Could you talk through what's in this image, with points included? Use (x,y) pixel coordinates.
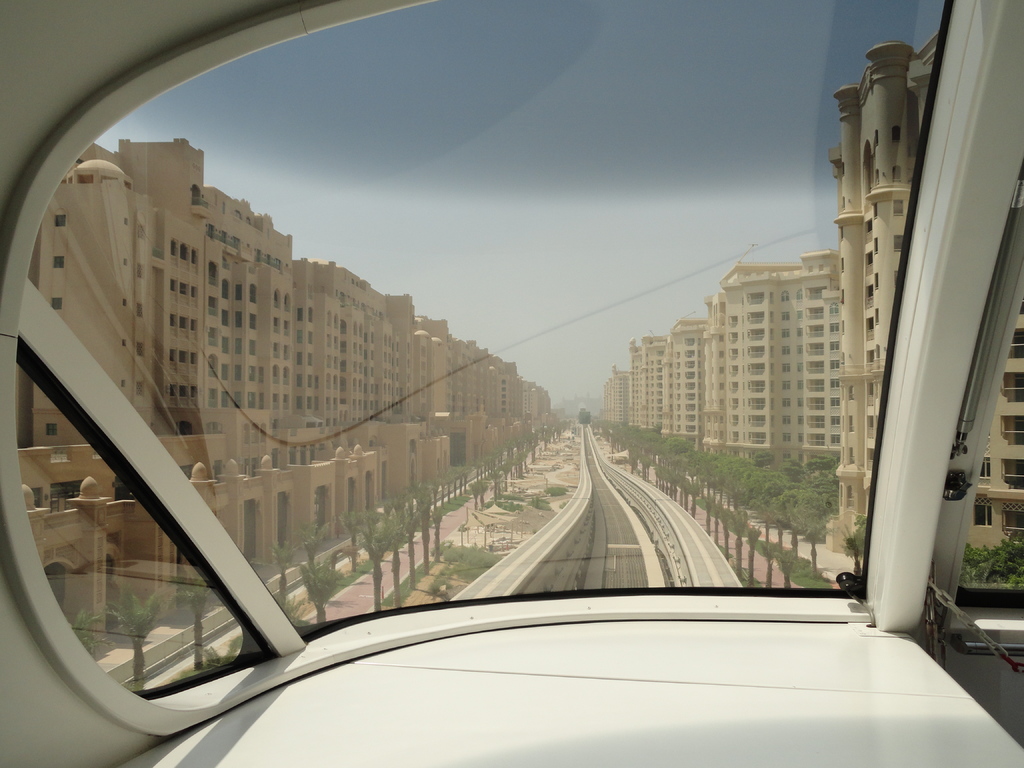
This is a picture captured from inside a vehicle (365,767), and in the background (297,299) there are buildings (1008,497), plants (306,576), trees (804,502), poles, sky (570,387).
